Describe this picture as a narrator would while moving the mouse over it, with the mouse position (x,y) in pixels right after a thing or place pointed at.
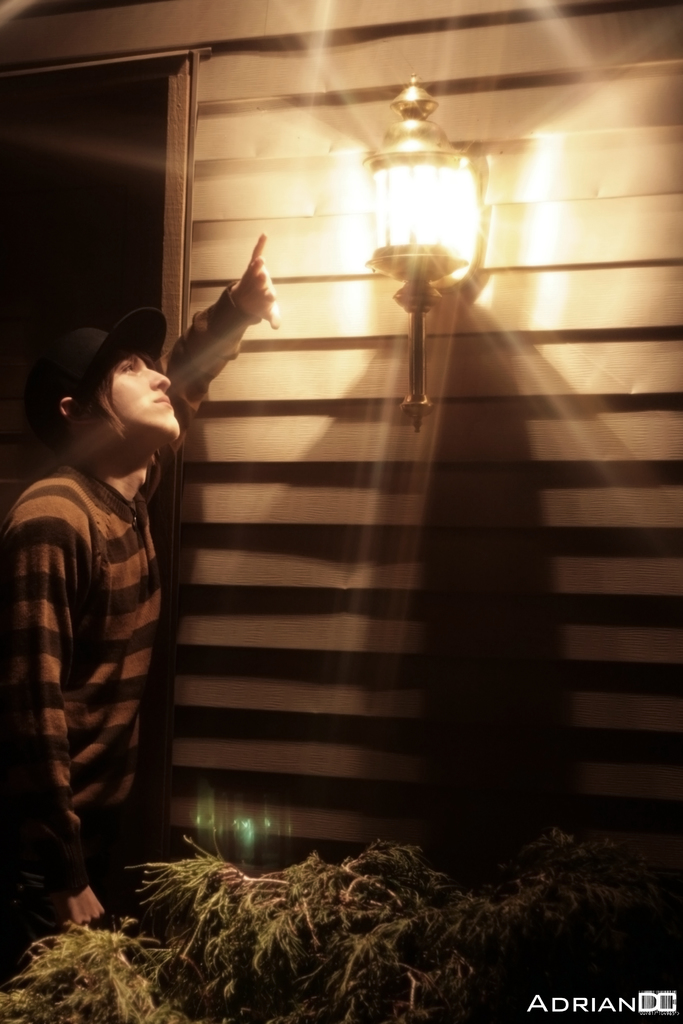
In this image I can see a person (97,573) wearing t shirt (80,584), black hat (119,353) is standing. I can see a tree (288,912) and the building (429,712). I can see a lamp (471,240) attached to the building (353,247).
